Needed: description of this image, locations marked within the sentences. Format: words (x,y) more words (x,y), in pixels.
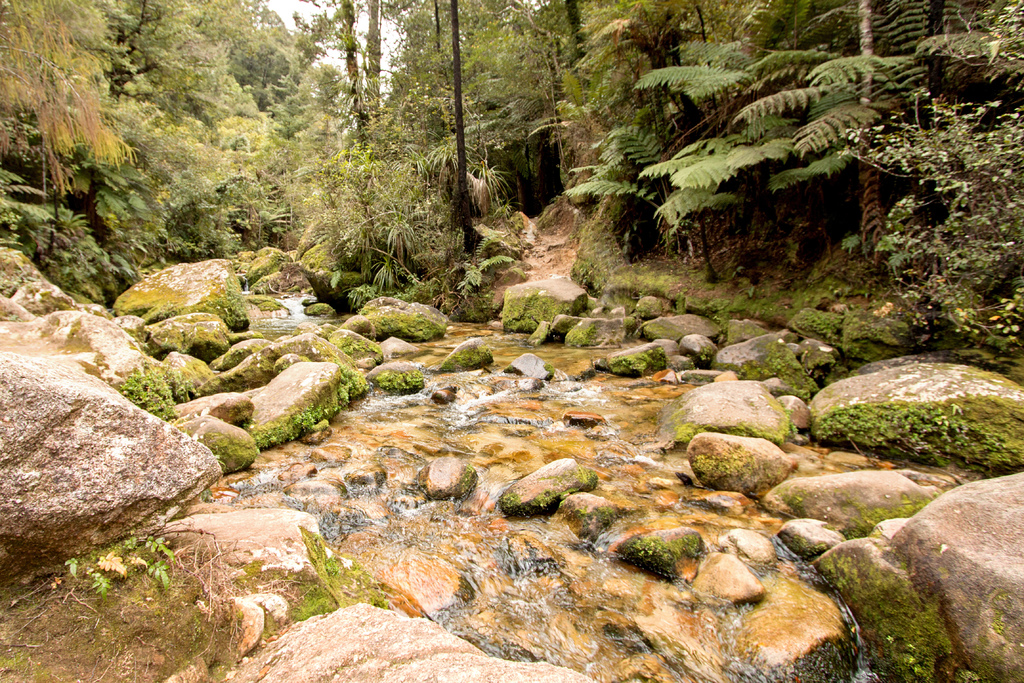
In this image, we can see the water (458,433) which is flowing. There are some rocks (224,307). In the background (362,78), we can see some trees (599,78).
